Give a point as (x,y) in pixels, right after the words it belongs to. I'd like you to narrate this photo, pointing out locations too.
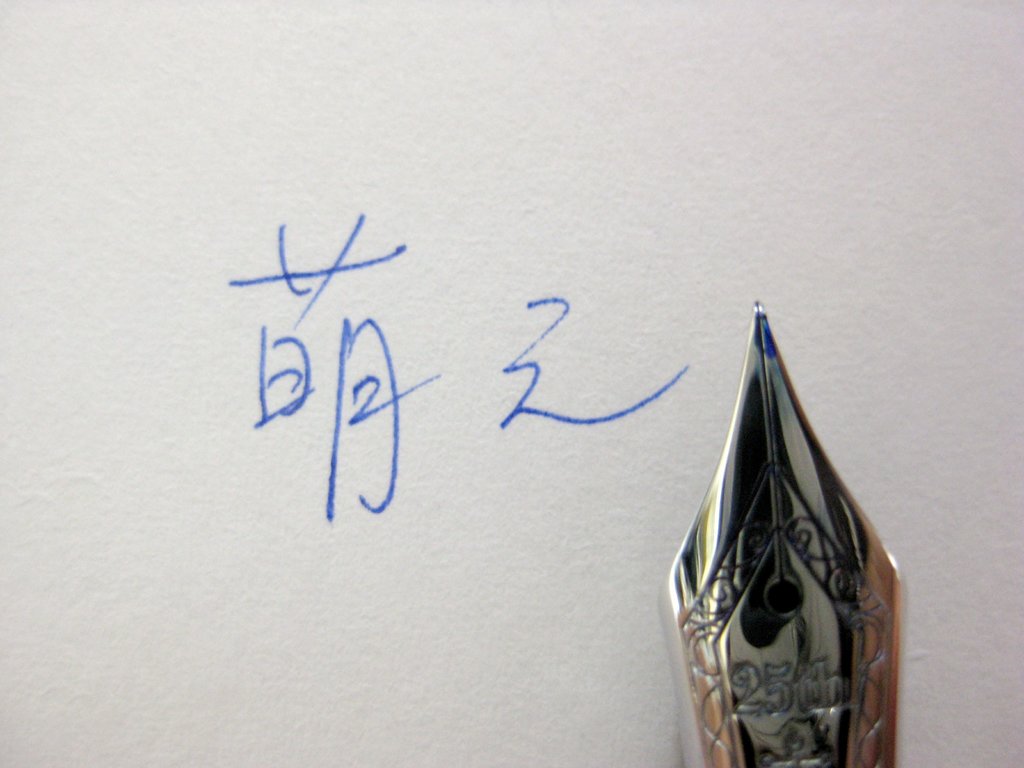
In this image I can see a pen (768,564) on the white color surface (420,555). I can see something is written on the surface (321,348).
